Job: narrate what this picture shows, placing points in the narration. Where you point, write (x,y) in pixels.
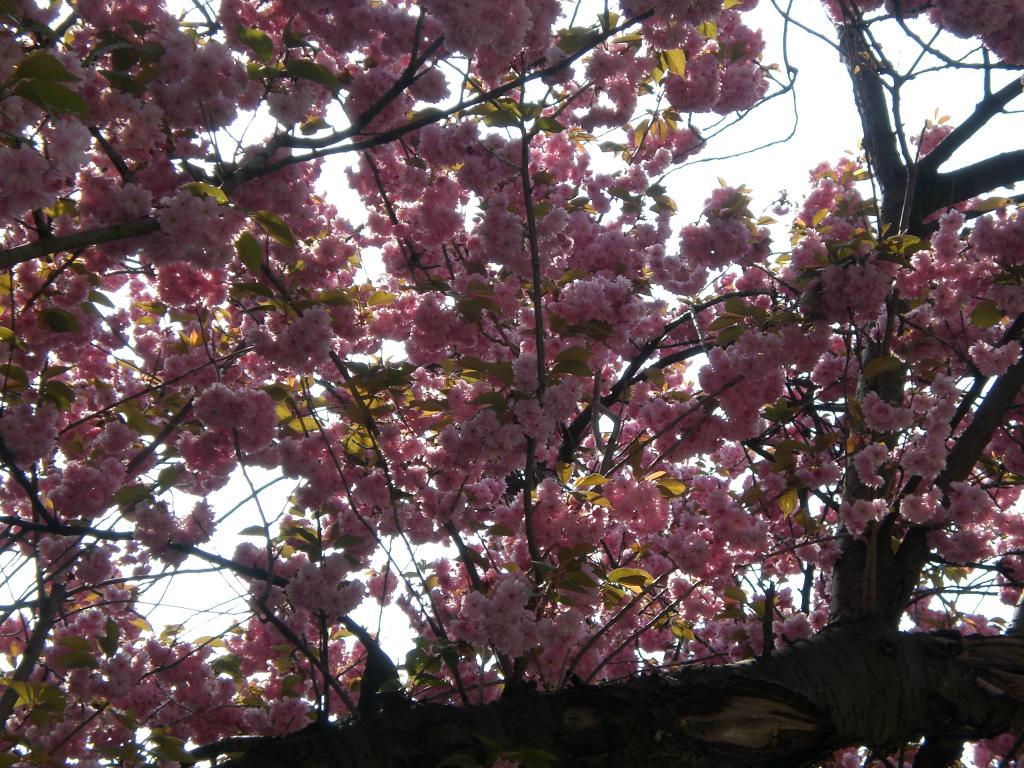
Here, we can see some pink color flowers (412,143), in the background (826,107) there is a sky (788,152).
